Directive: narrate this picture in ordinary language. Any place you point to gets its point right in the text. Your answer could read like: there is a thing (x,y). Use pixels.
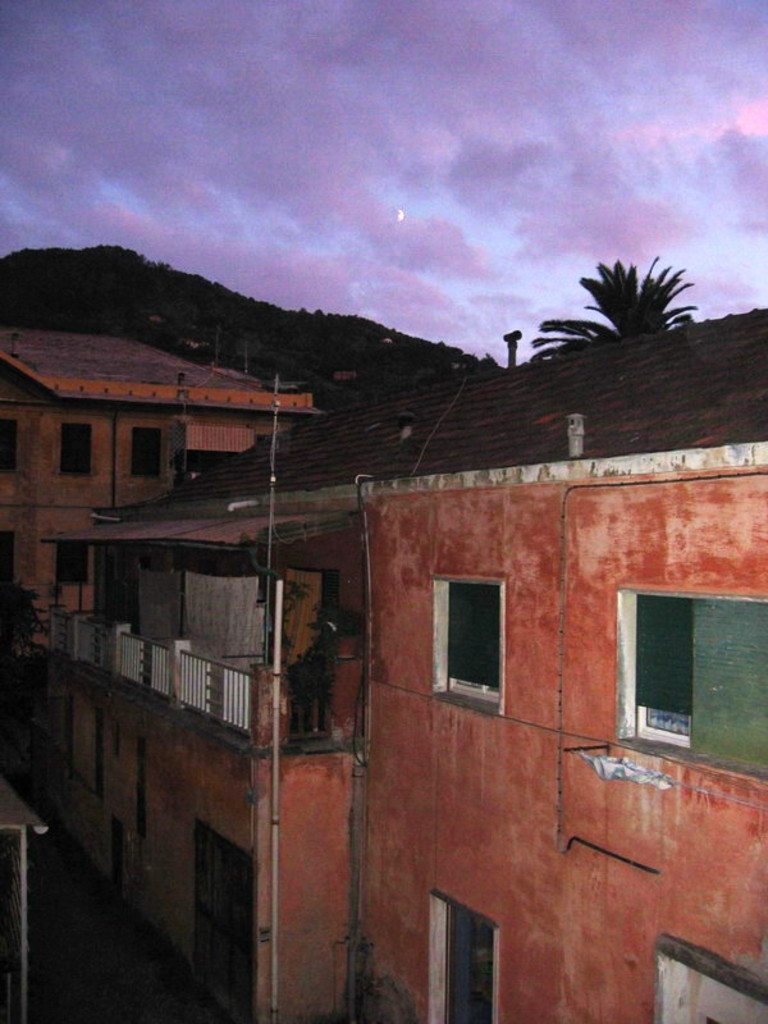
In this image there are buildings (440,683) and also trees (679,310) and a mountain (161,308) with full of trees (350,339) is present. At the top (524,115) there is sky (527,90) with clouds (423,161).
